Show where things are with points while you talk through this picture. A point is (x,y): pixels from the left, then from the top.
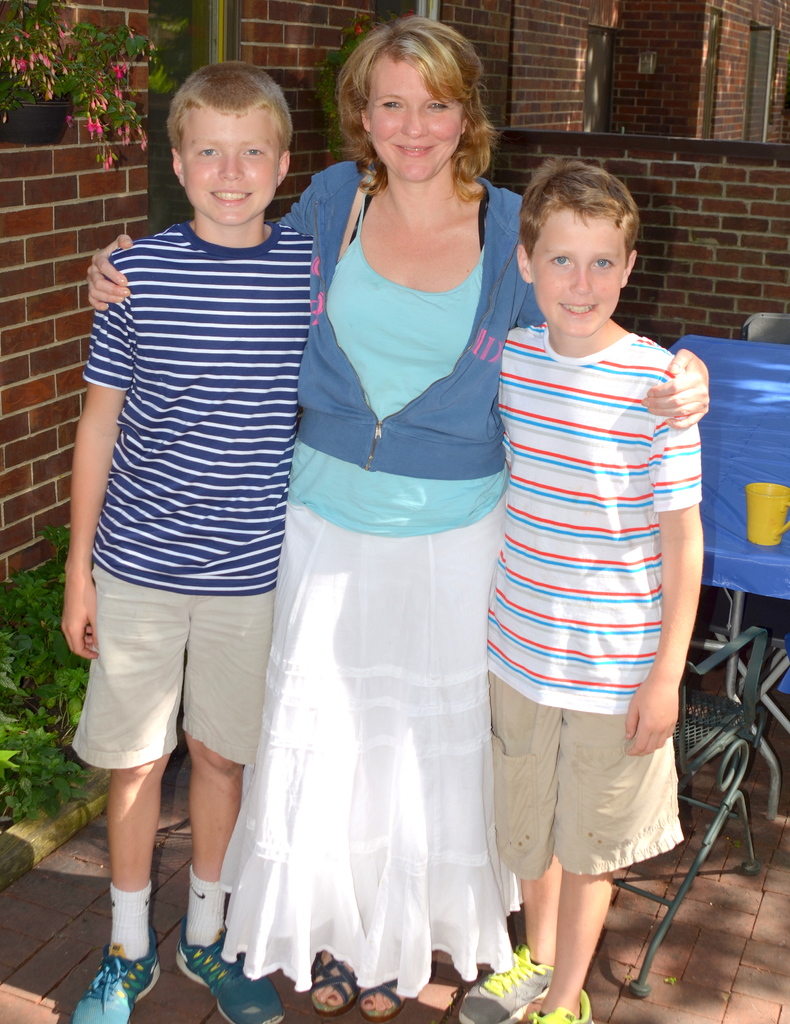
In this image there are three persons (409,447) are standing in middle of this image (343,405) and there is a house (568,119) in the background (653,157). There are some plants (52,694) on the left side of this image (27,677) and there is a table (738,438) and a chair (732,737) on the right side of this image (743,636). There is one cup (762,515) kept on this table (727,475).
